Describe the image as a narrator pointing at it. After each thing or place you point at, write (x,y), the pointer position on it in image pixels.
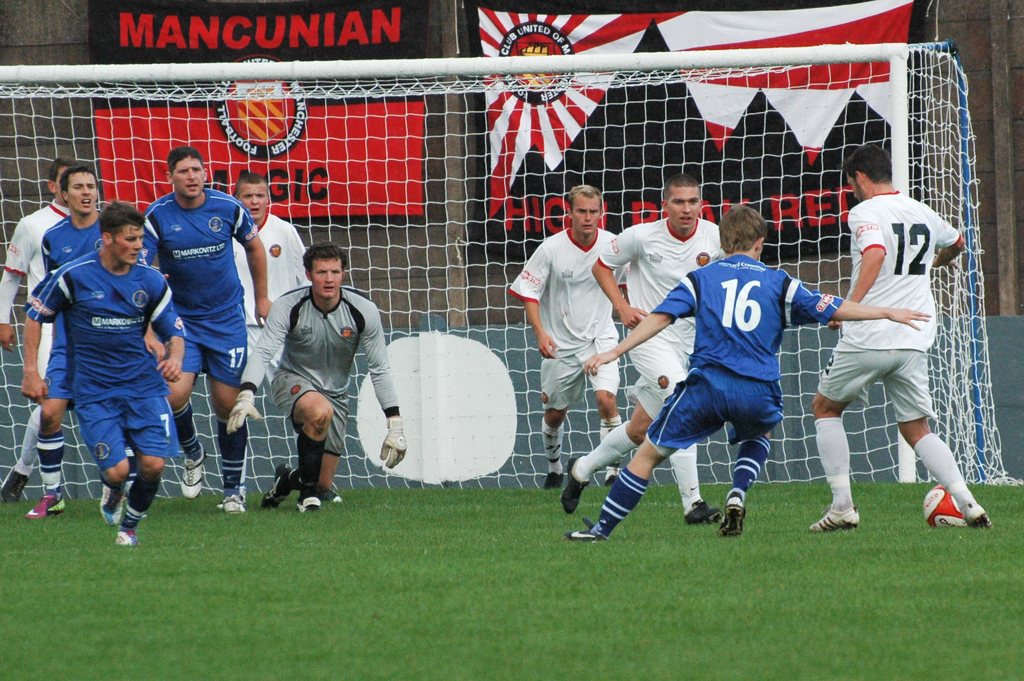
In this image I see lot of men (920,387) who are on the grass (111,609) and there is a grass (877,498) over here. In the background (555,148) I see the net (20,95) and the flags (640,163).
